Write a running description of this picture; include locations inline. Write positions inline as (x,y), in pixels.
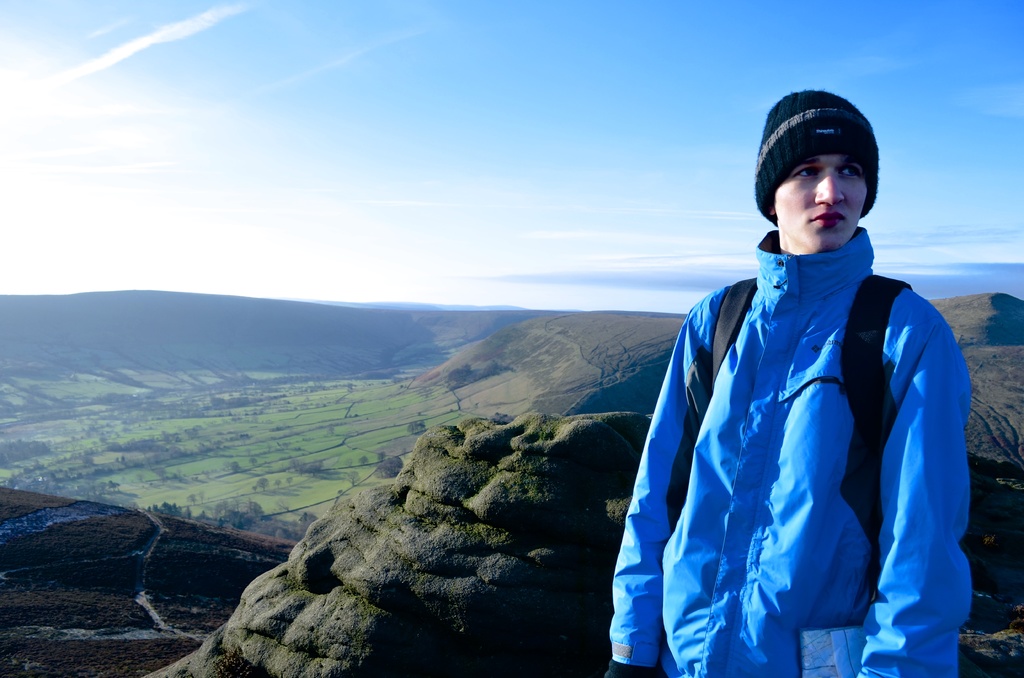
In this image, we can see a person (775,339) wearing cap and a bag (848,465) and in the background (422,430), there are hills (452,387) and at the top (365,134), there is a sky (351,73).
